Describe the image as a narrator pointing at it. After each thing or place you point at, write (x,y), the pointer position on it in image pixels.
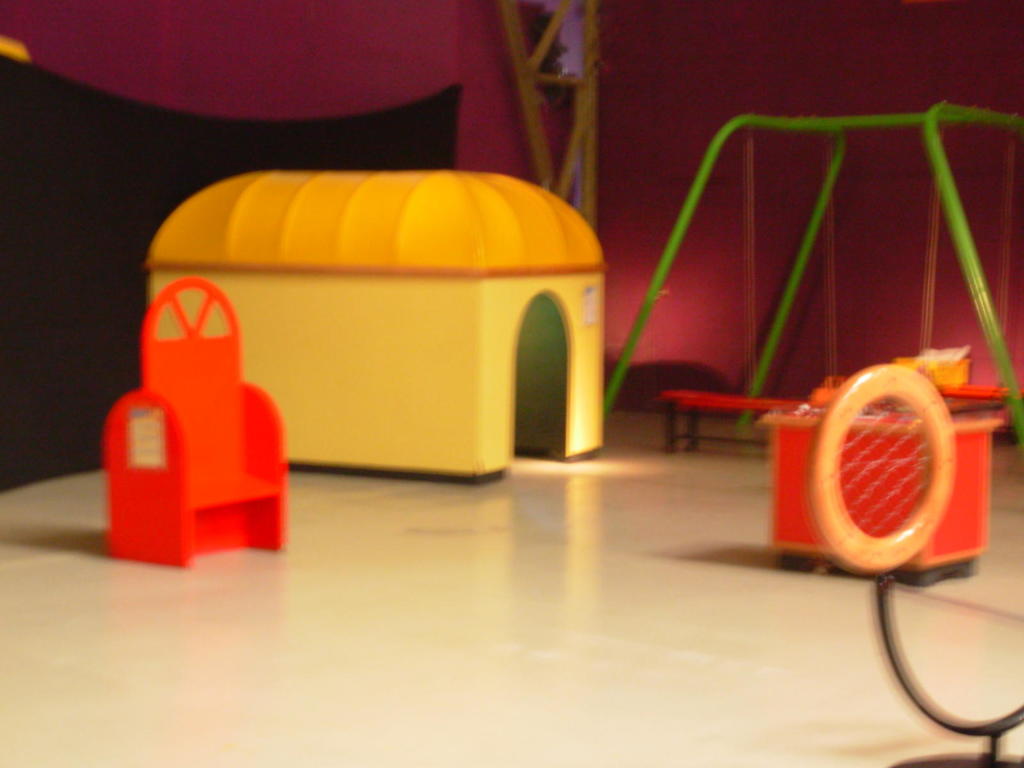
In this image, we can see toys (313,399) on the table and in the background (308,59), there is a swing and we can see a stand (590,81) and a wall (636,48).
